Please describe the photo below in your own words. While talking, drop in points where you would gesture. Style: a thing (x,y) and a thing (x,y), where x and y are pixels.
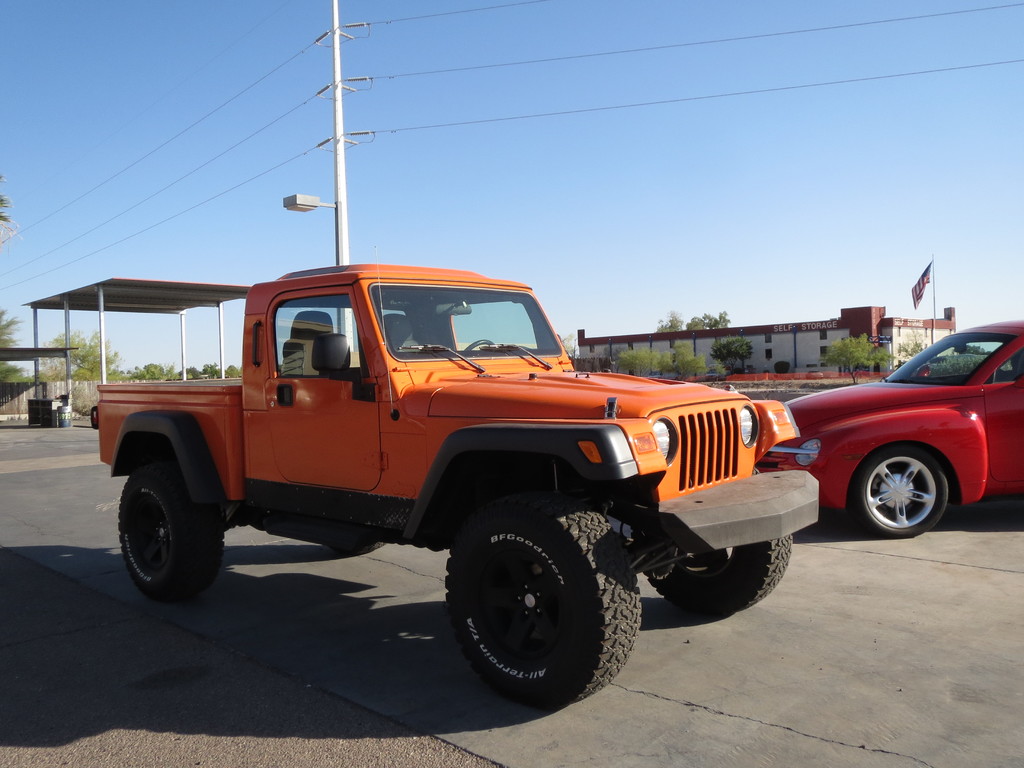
In the image there is a jeep (473,439) and a car (1006,450) on the road (251,638), in the back (337,62) there are buildings (806,354) and electric poles (340,207) and above its sky (201,81).
